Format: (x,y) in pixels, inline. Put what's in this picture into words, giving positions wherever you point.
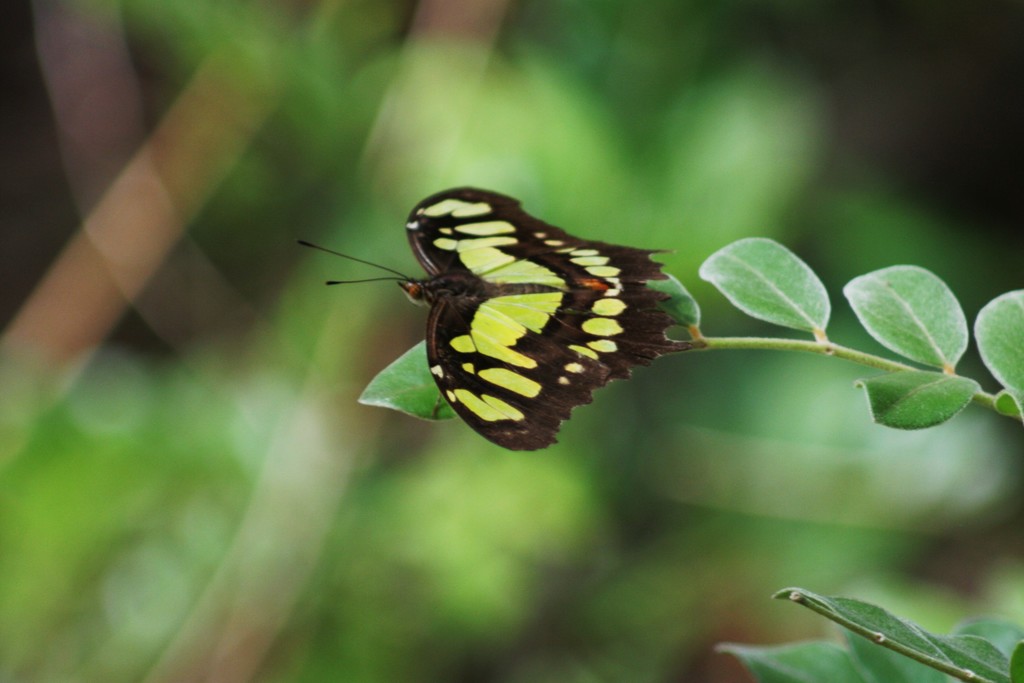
In the foreground of the picture (968,403) there are leaves (837,644), stem (757,346) and butterfly (491,316). In the background (173,251) there is greenery (702,182).
